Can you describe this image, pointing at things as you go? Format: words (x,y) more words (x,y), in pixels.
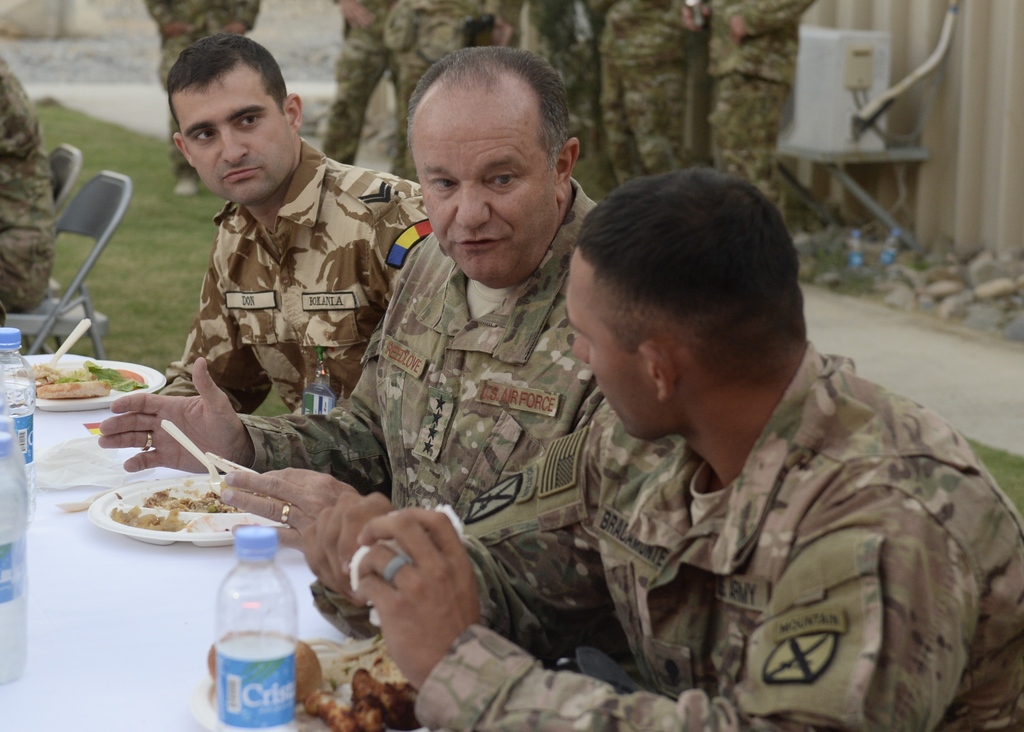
In the center (640,450) we can see three persons (499,286) were sitting on the chair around table (113,580), on table (143,548) we can see food items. Coming to the background (435,33) we can see group of persons (641,44) were standing.
